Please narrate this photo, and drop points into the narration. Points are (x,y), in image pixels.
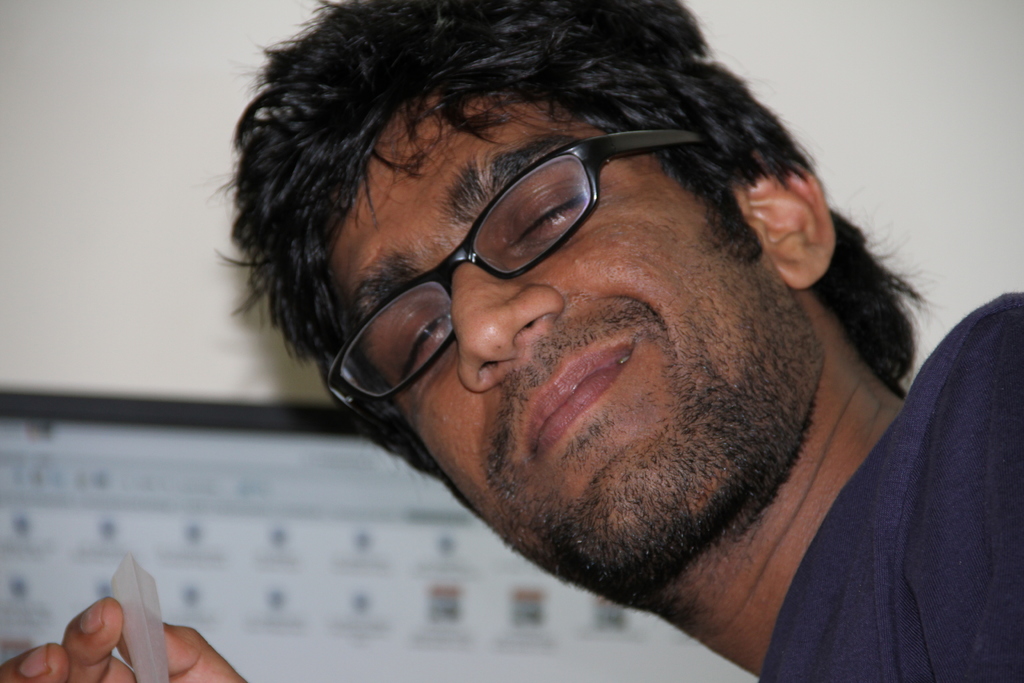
In this picture there is a man (933,376) with blue t-shirt (872,561) is holding the object (156,614). At the back (352,453) it looks like a computer (304,582), on the screen (354,590) there are icons (443,545) and there is text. At the back (74,107) there is a wall (101,161).
